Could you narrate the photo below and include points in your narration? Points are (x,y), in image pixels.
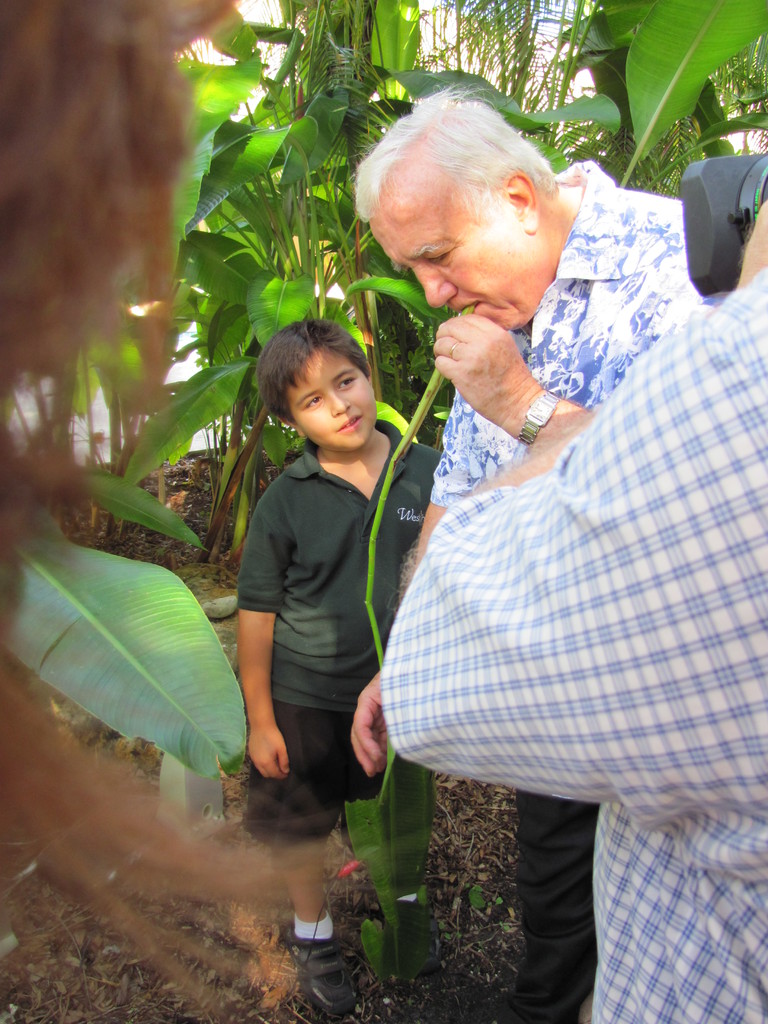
In this image we can see a old man (477,362) is holding a green color item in his hand (484,344) and beside him a boy (347,586) is standing on the ground (381,997). On the right side (706,489) we can see a person (706,489) and a camera (725,281). In the background (583,7) there are plants (718,38) and trees (718,38) on the ground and we can see the sky (256,11). On the left side (29,424) there is an object (95,832).
